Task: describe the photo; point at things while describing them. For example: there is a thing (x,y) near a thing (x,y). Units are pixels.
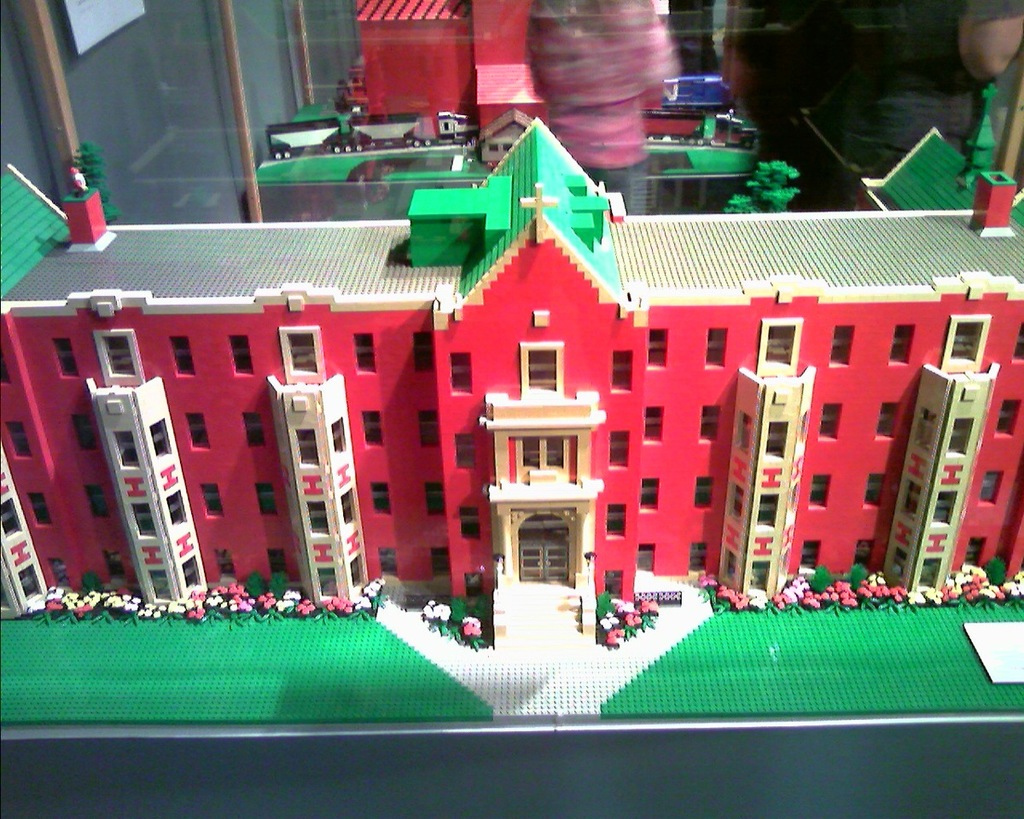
At the bottom of this image (873,567), there is a model building (851,539). In the background (709,141), there is a transparent glass (692,58). Through this transparent glass (515,49), we can see there is another model building (379,112) and other objects (745,130). And the background (204,108) is dark in color.
